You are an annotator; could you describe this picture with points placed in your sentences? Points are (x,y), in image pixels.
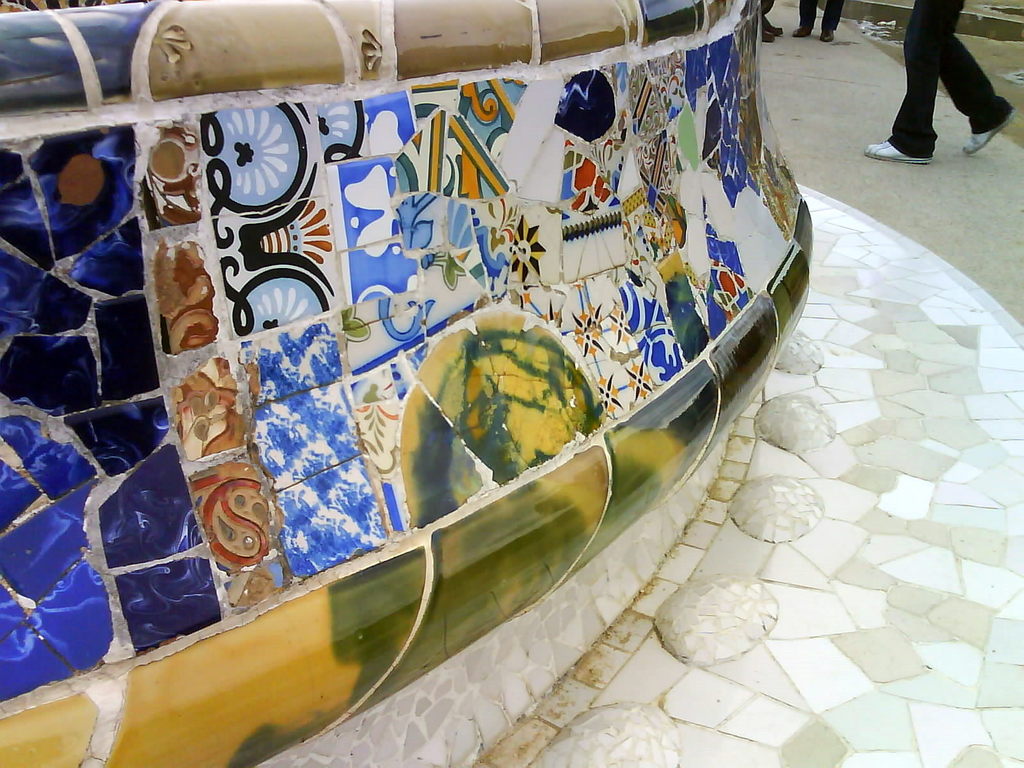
On the left side (293,370) there is a wall (493,621). I can see few marbles (256,319) on this wall (506,141). At the top (928,86) there are few persons (828,14) on the ground (837,95).
